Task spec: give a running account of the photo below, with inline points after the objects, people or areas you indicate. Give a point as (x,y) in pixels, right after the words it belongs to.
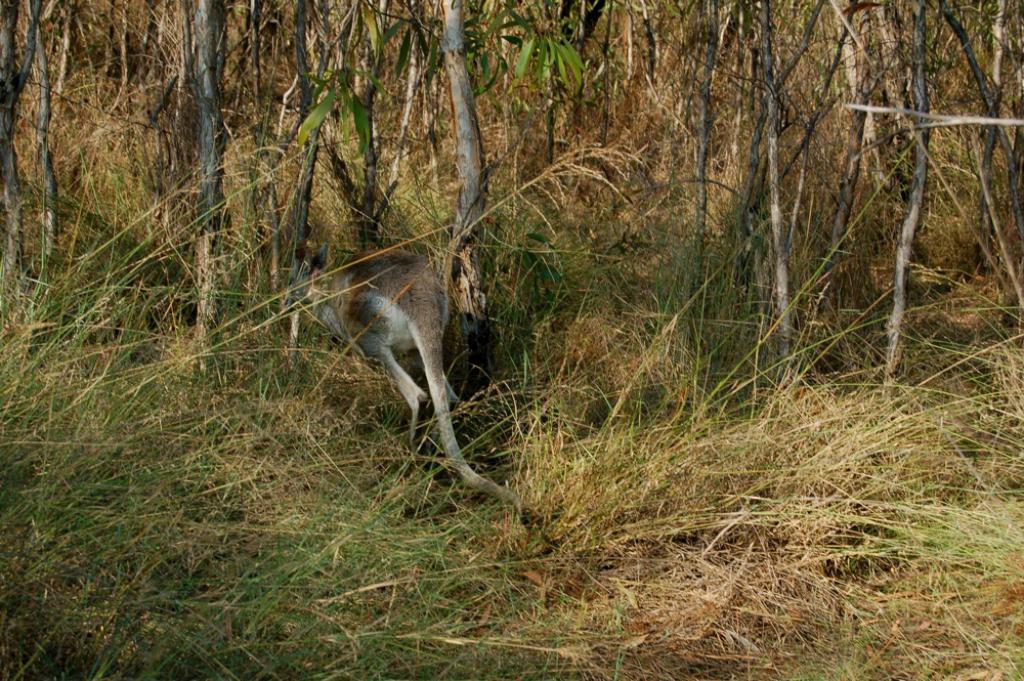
We can see an animal (488,481) on the grass (503,315) and we can see trees (216,208).
